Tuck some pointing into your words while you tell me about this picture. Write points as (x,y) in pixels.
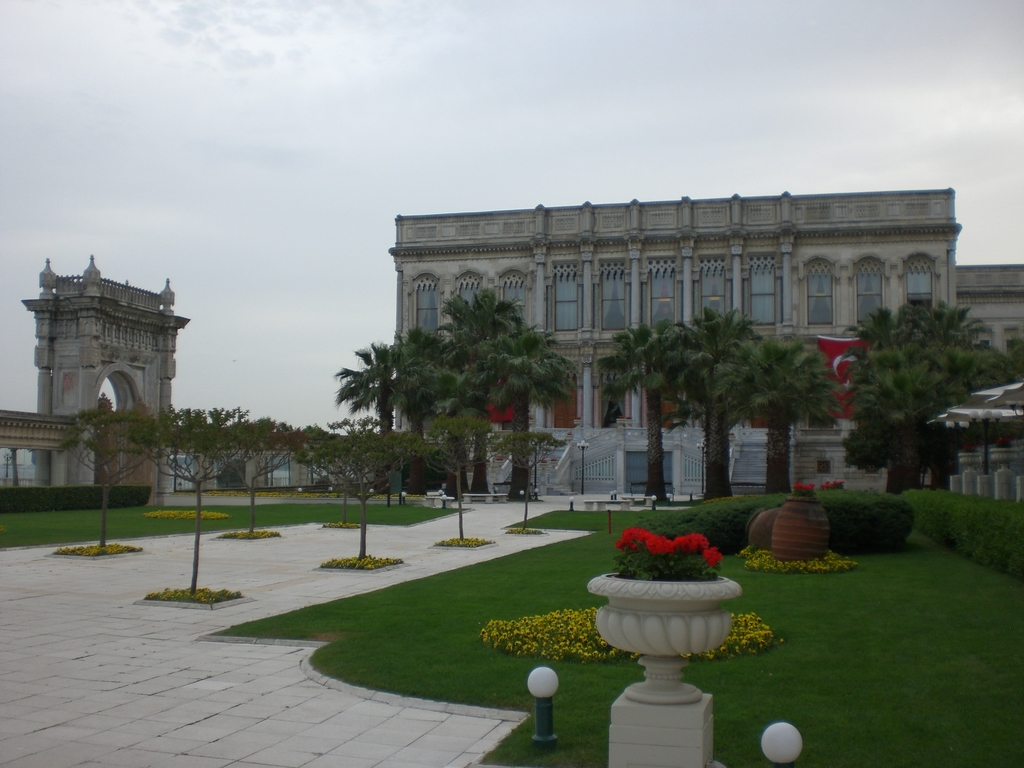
In this image we can see the grassy land (883,688), light poles (542,684), trees (936,395), potted plants (680,569) and buildings (85,347). The sky (648,132) is covered with clouds (86,137) at the top of the image (86,137).
